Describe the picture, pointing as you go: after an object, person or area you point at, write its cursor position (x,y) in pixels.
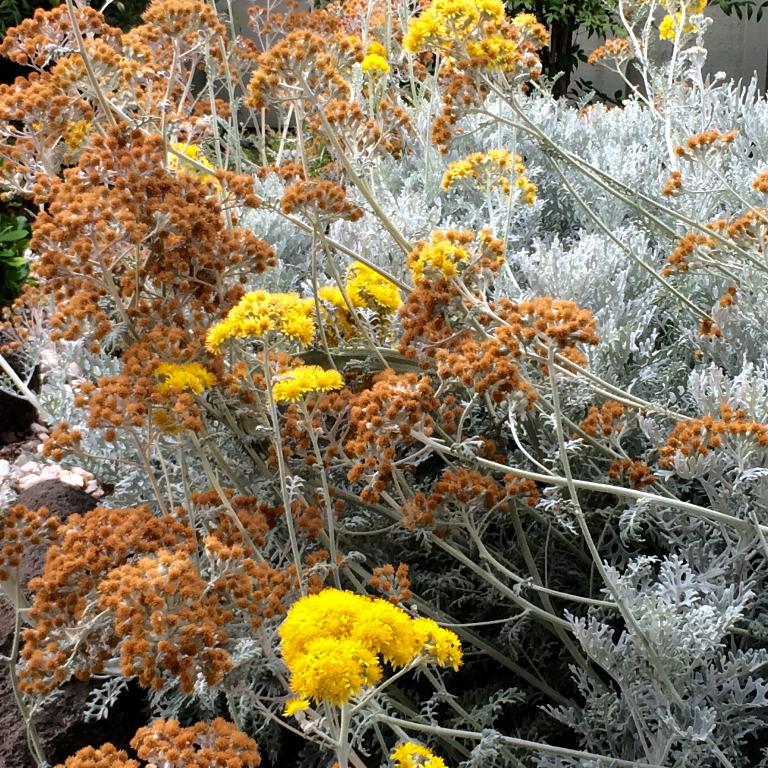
In the image we can see a plant (553,469) and yellow and light brown color flowers (330,609) on it.
